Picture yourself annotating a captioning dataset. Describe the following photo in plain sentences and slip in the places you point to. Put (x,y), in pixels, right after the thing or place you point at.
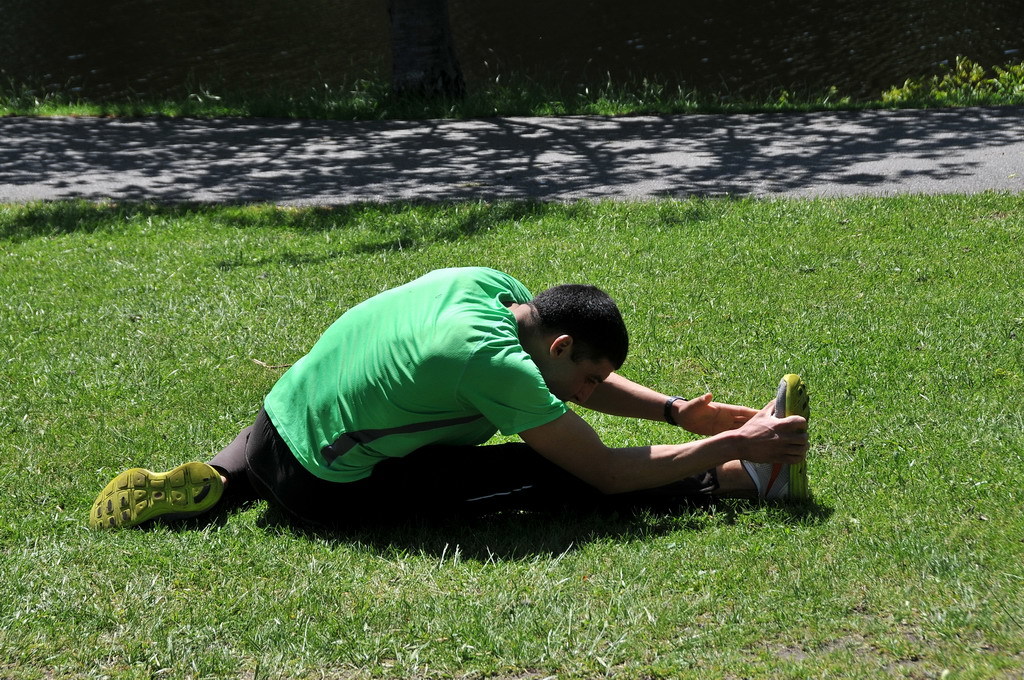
In this image a man (391,424) wearing green T-shirt (460,361), black pant (271,460) doing yoga in a garden (287,563), in the background (73,175) there is a road (868,126).
